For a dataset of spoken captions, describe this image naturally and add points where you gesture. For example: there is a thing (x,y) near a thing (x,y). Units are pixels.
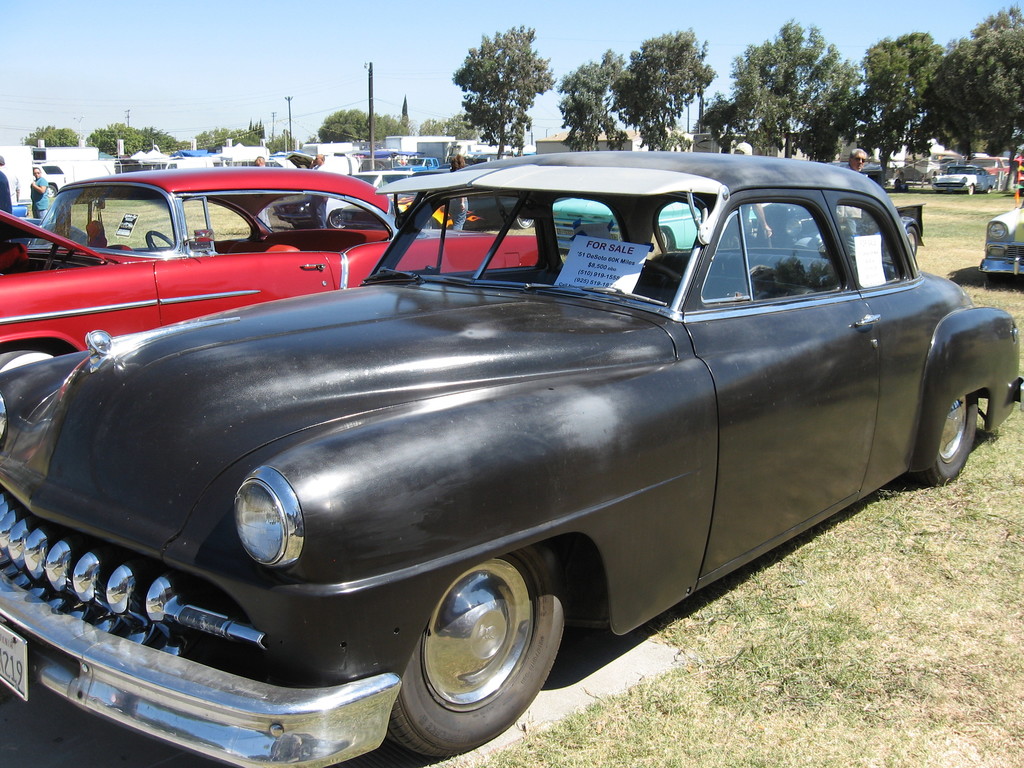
In this image, we can see some cars (296,527). There is a sky (406,18) and some trees (691,47) at the top of the image (221,141).
